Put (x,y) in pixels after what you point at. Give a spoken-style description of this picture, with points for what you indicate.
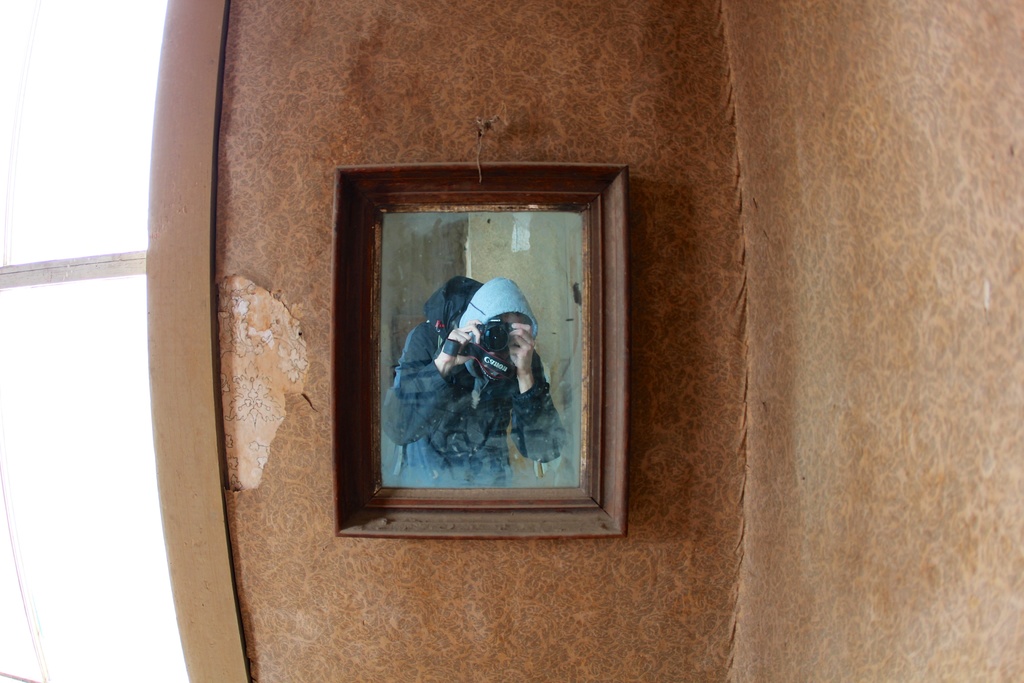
In this picture, we see a brown wall (574,542) on which mirror (443,307) is placed. In the mirror (531,366), we see a man (417,419) in black jacket (455,423) is clicking photos on the camera (503,329). On the left side (53,313), it is white in color.
